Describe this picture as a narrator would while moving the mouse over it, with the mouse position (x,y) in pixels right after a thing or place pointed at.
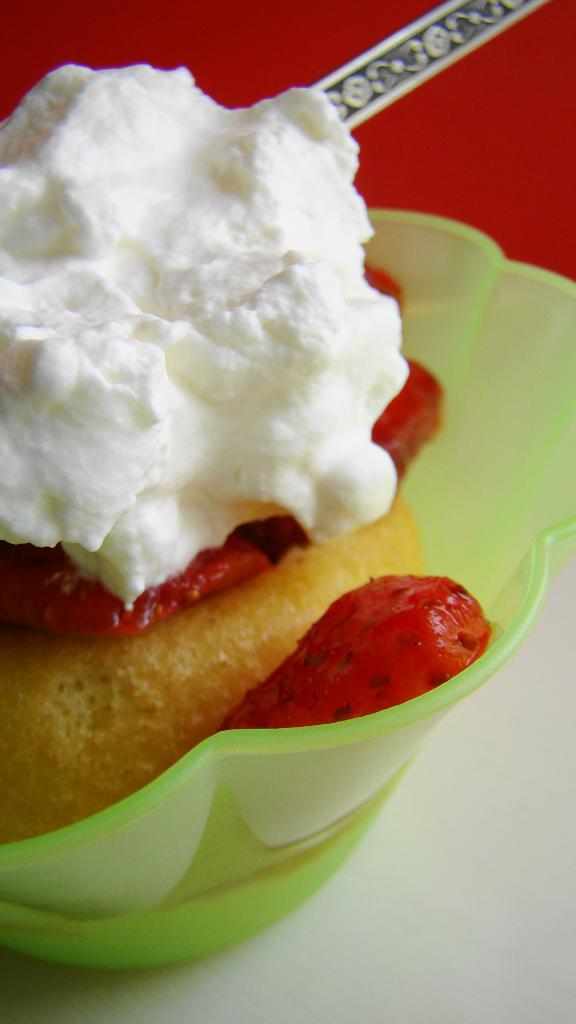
In this image I can see green colour bowl (297,773) and in it I can see different types of food (287,370). I can also see red colour in the background (369,45).
